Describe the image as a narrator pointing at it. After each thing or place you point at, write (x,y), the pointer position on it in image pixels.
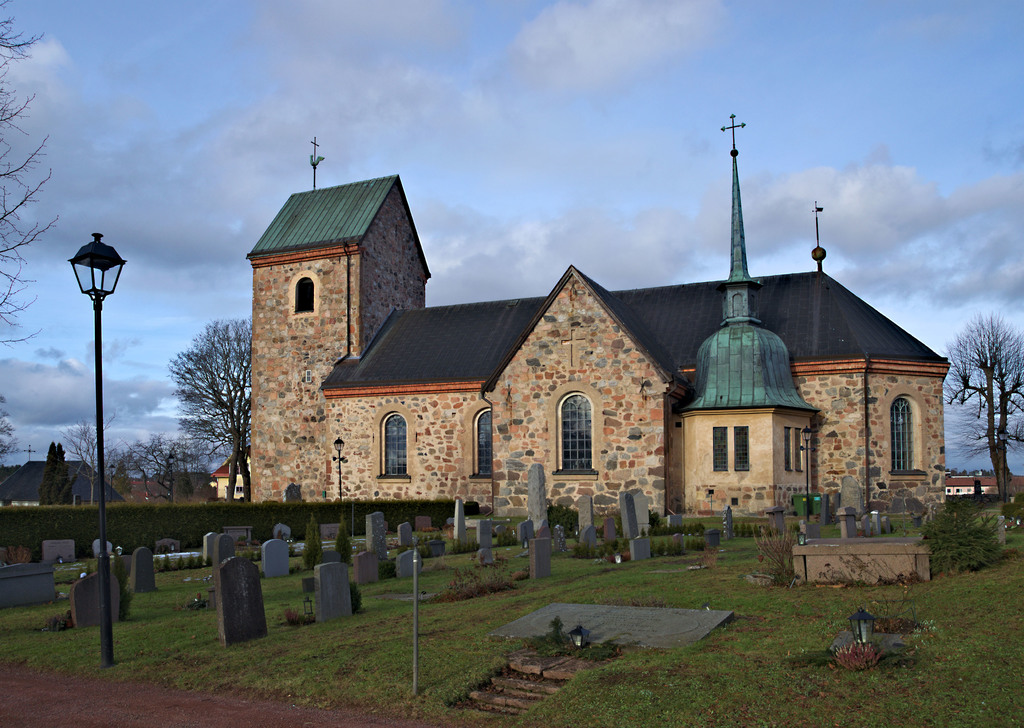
In this image we can see the church (406,424), light poles (340,491), trees (217,379), houses (73,499) and also the graveyard stones (485,541). We can also see the grass (723,637), path (157,727) and also the sky (233,118) with the clouds (584,14) in the background (911,164). We can also see the creepers wall (210,506).
